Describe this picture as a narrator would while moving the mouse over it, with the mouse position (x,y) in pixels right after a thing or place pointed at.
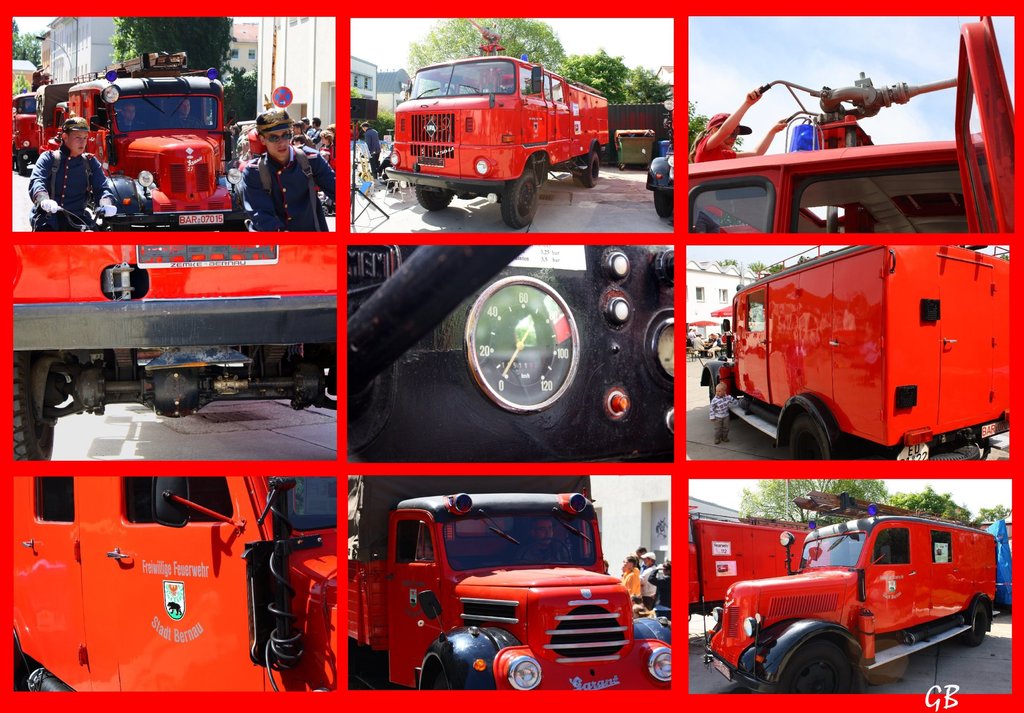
In this image there is a collage, there are persons (54,189) riding a motorcycle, there are vehicles (157,120) on the road (19,202), there is a board (285,93), there are buildings (243,62) truncated towards the top of the image (301,61), there are trees (600,66) truncated towards the top of the image (184,39), there are objects (629,147) on the ground (562,189), there is an inside view of a vehicle (503,318), there is the sky (780,48) truncated towards the top of the image (796,55), there is text (183,567) on the vehicle (175,574), there is text (933,695) towards the bottom of the image (945,691), there is the wall (279,61), there is an object (1002,576) truncated towards the right of the image (1002,556), there is an object (35,270) truncated towards the left of the image (52,417), there are vehicles (645,658) truncated towards the bottom of the image (378,658).
